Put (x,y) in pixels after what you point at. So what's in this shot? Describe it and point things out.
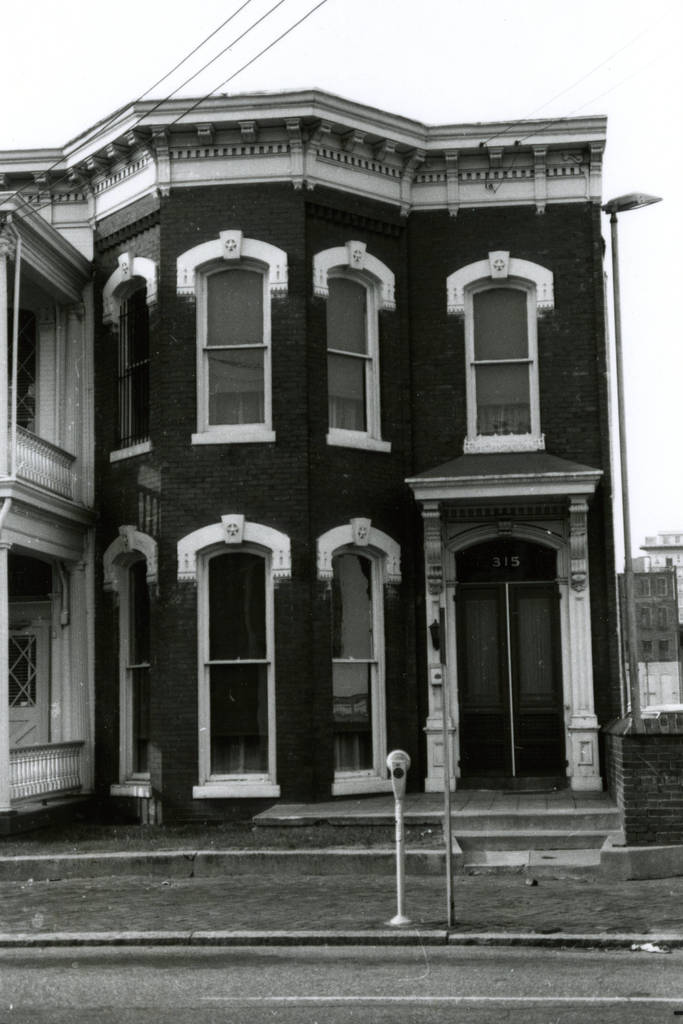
It is a black and white image. In this image we can see the buildings (382,748), poles (397,881), wall (645,789), stairs (497,838), path (189,898) and also the road (453,989). We can also see the light pole (615,211) and also the wires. Sky (362,68) is also visible in this image.
